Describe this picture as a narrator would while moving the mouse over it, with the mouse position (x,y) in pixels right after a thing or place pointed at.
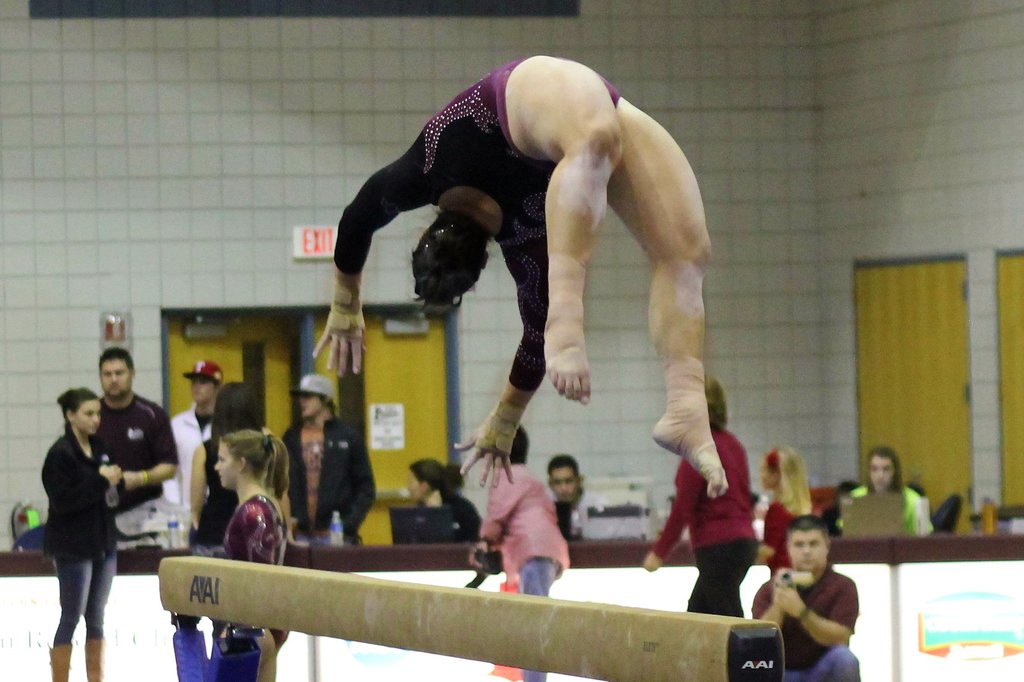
In this image we can see a few people (317,410), among them some are standing and some people (438,483) are sitting, one person (541,233) is doing gymnastics, there are laptops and water bottles (337,541), in the background (829,383) we can see the wall (808,382) with boards (400,432) and doors (891,263).
